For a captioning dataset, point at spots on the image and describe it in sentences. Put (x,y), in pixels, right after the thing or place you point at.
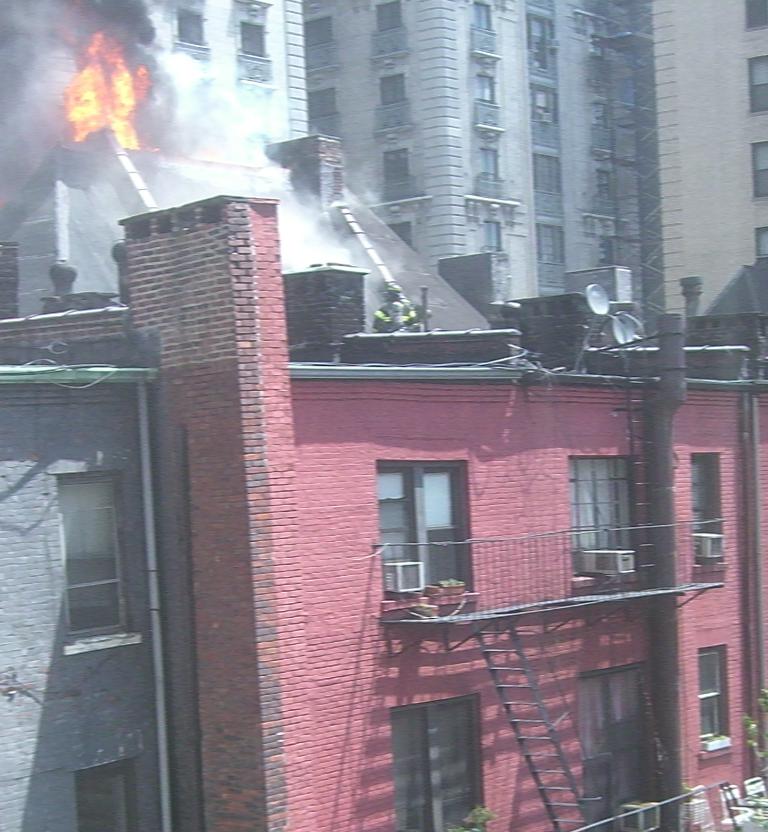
In this image there are buildings (423,216) and on the top (470,376) of the building (476,376) in the front (475,367) there are objects (594,301) which are grey in colour and there is fire (76,103) which is visible. In the front (502,706) there are steps (548,723) and there are plants (760,736) and there are objects (596,565) which are white in colour and there is a pipe (152,551).
